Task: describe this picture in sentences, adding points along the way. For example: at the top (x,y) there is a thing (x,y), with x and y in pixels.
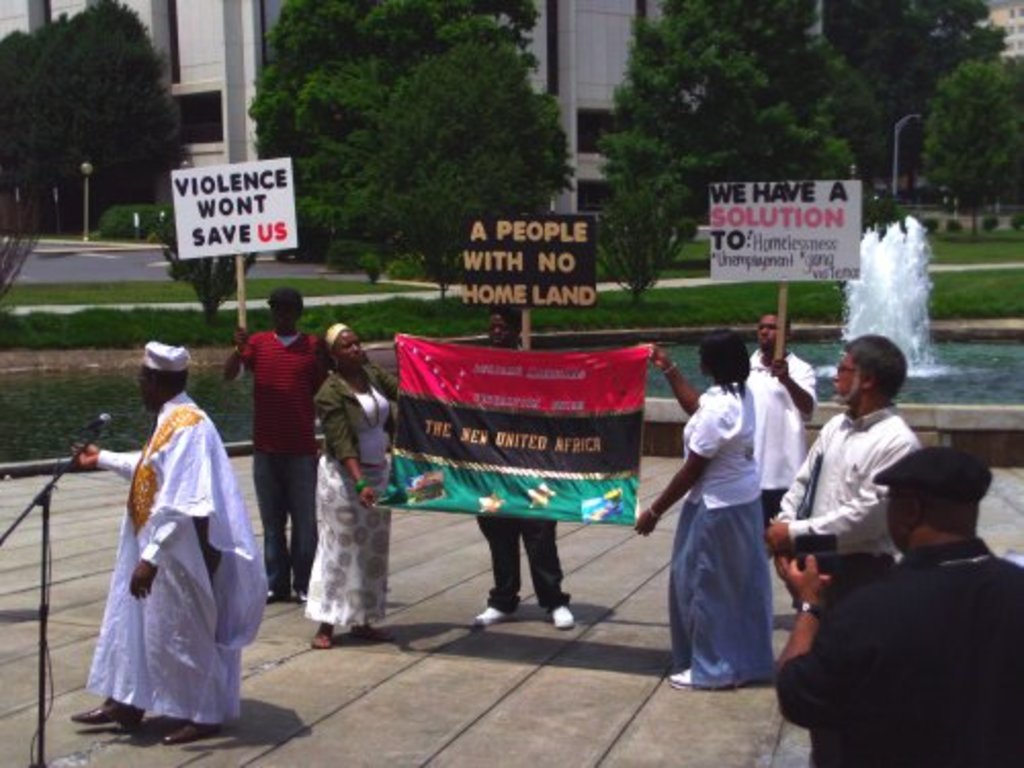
In the foreground of the picture (643,421) we can see people (758,385), placards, flag (463,480), mic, stand (40,677) and floor (474,661). In the middle of the picture (412,259) there are trees (459,279), road (80,265), plants (128,226), fountain (972,337), grass (66,337), street light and other objects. At the top (573,33) there are buildings (562,20).
